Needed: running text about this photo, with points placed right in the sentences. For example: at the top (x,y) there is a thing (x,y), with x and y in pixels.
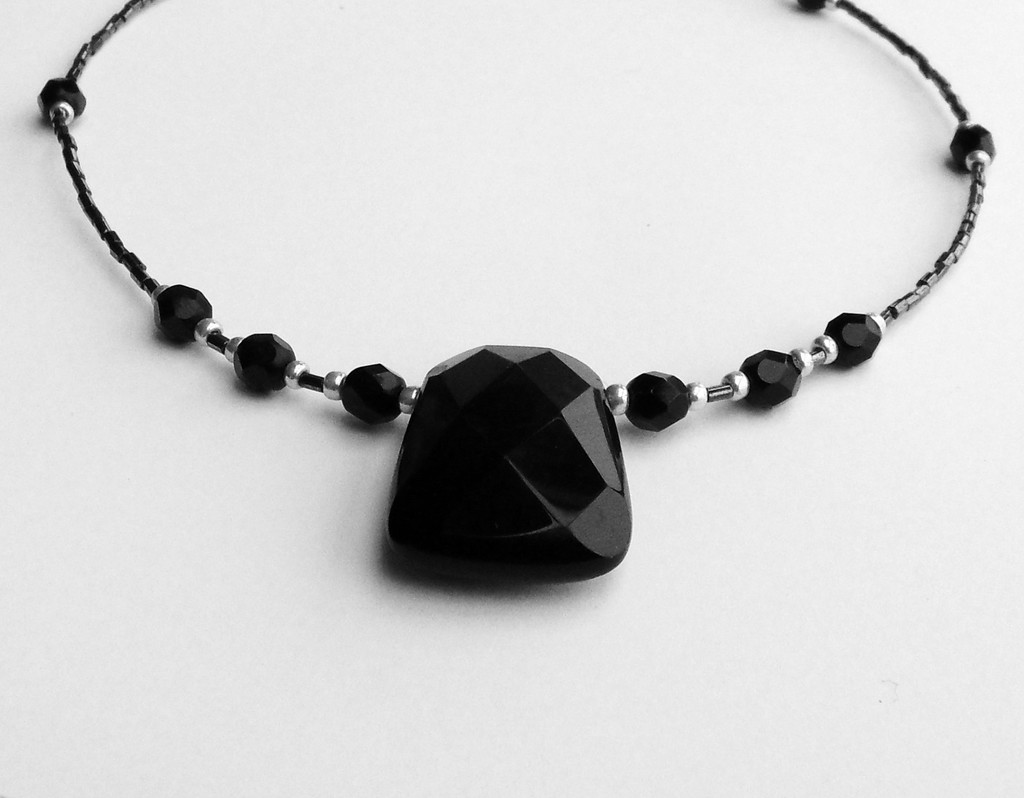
This image consists of a necklace (73,168) in black color. And we can see the stones (378,373) in black color. It is kept on a table (85,395) or a desk (222,700), which is in white color.
